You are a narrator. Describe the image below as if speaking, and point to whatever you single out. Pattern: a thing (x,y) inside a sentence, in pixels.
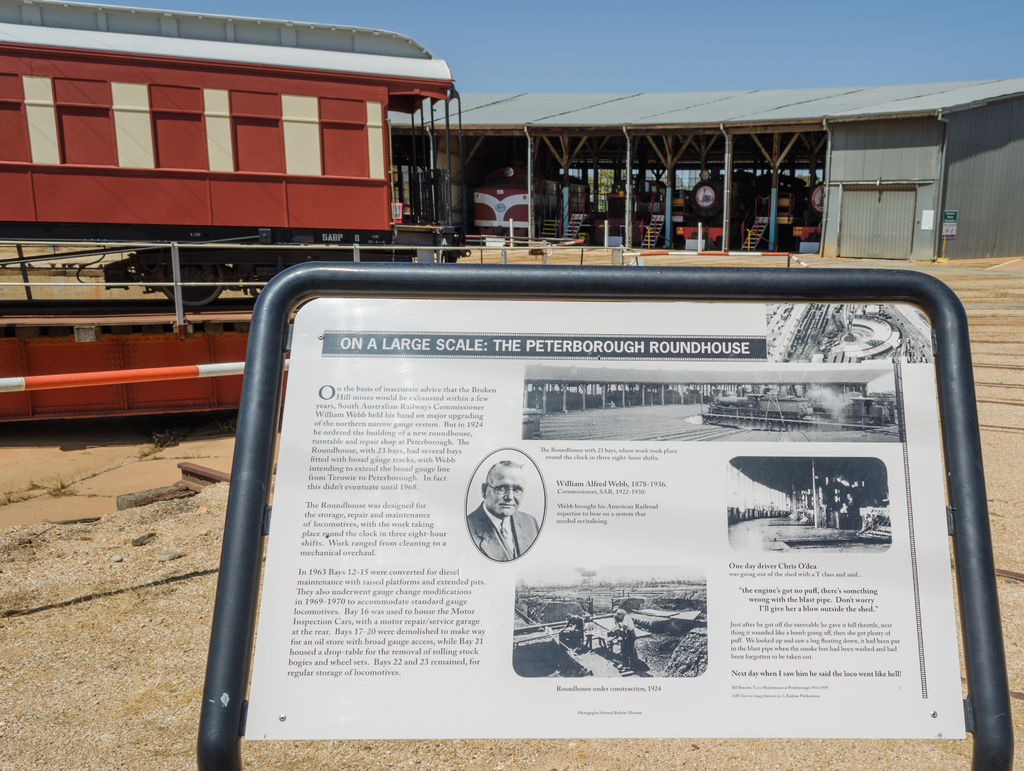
In the foreground of the image (447,571) there is board (591,568) with some text (409,447). In the background of the image (896,148) there is shed (673,233). There are train engines (796,230). To the left side of the image (319,143) there is a vehicle (117,195). At the bottom of the image (85,682) there is surface (26,699).
